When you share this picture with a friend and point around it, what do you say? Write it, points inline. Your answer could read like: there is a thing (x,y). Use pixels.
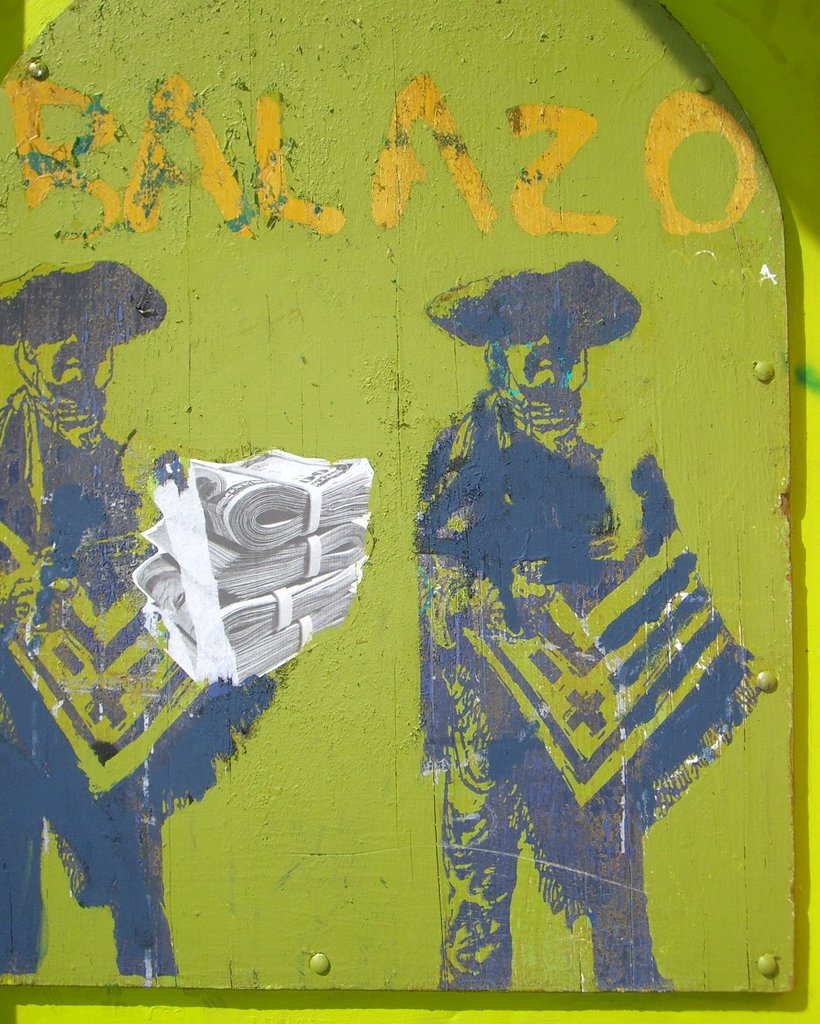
In this picture there is a green color wooden board (475,636) with some painted craft (576,626).
